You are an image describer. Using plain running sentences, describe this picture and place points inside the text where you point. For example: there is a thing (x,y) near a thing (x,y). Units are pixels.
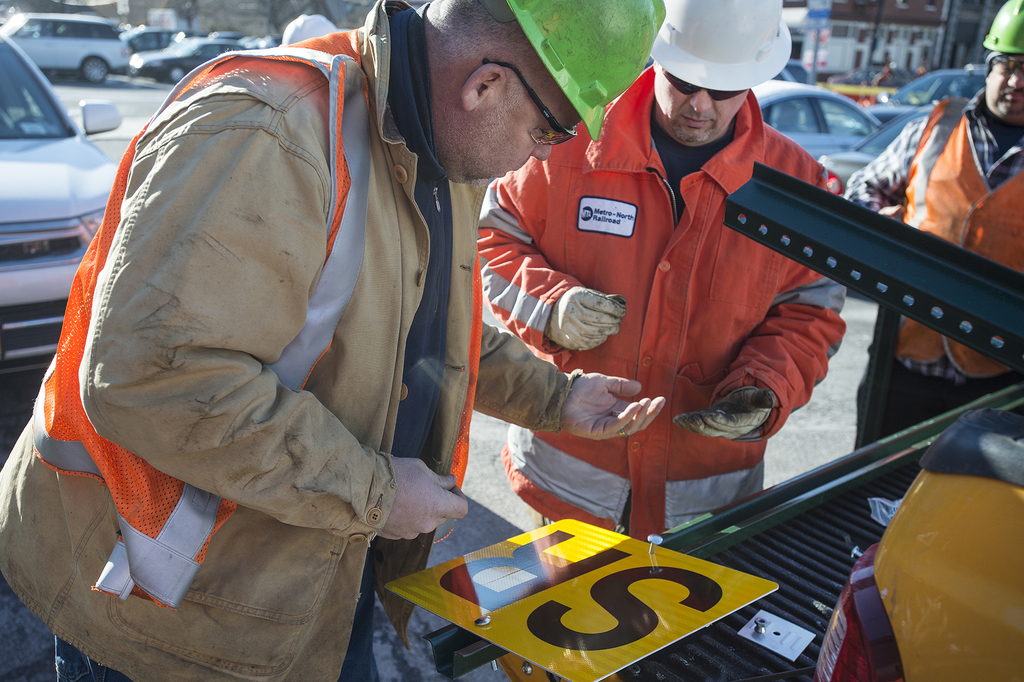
In this image I can see on the left side (158,534) a man (348,551) is standing, he wore a coat (286,445). In the middle (551,234) there is another man (736,281), he wore orange color coat (743,283), white color helmet (730,73). At the top (171,51) there are cars (159,57), at the bottom (605,593) there is the black color and yellow color board (564,626).
